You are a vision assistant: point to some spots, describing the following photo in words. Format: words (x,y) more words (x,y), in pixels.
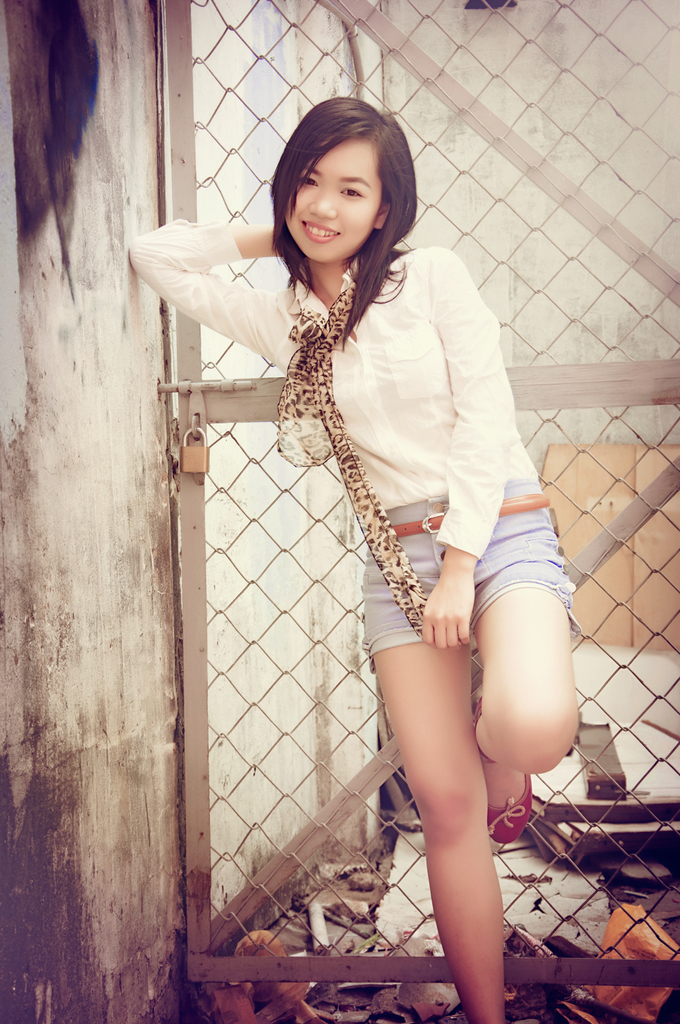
In this image we can see a woman (548,612) standing beside a wall (103,18). On the backside (198,668) we can see a metal gate (230,414) with a lock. We can also see some objects (508,955) and a board (558,450) on the floor (511,908).
